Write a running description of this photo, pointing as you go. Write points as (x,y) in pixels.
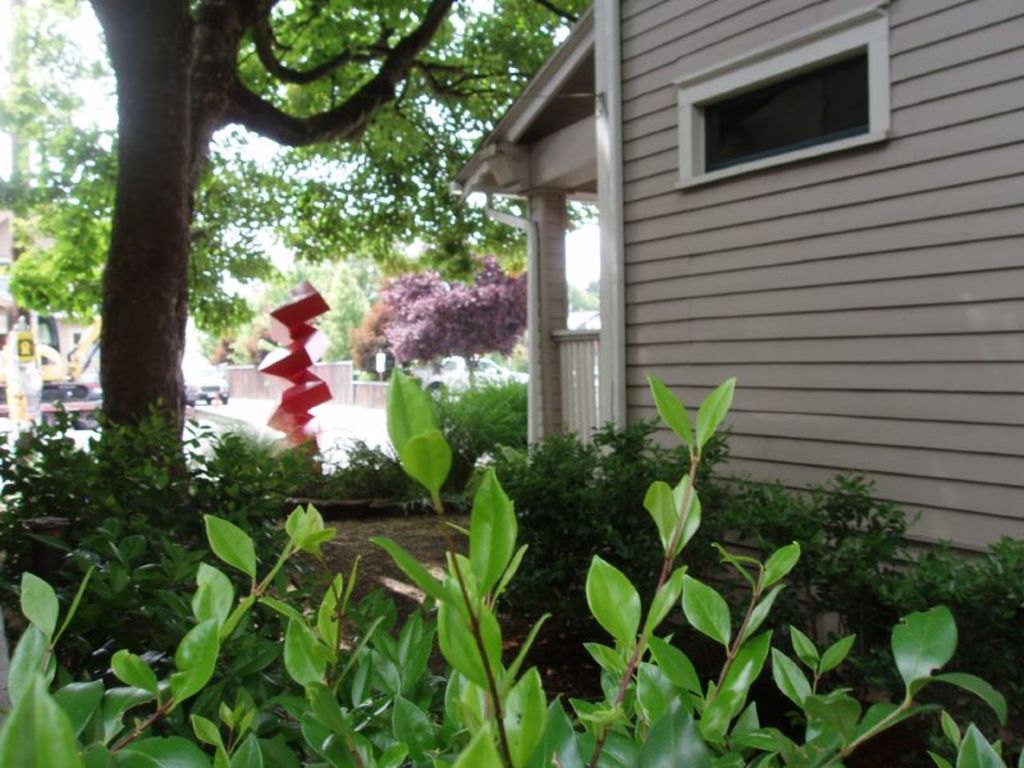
In this picture we can see few plants (503,546), trees (349,291) and buildings (557,236), and also we can find few vehicles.
